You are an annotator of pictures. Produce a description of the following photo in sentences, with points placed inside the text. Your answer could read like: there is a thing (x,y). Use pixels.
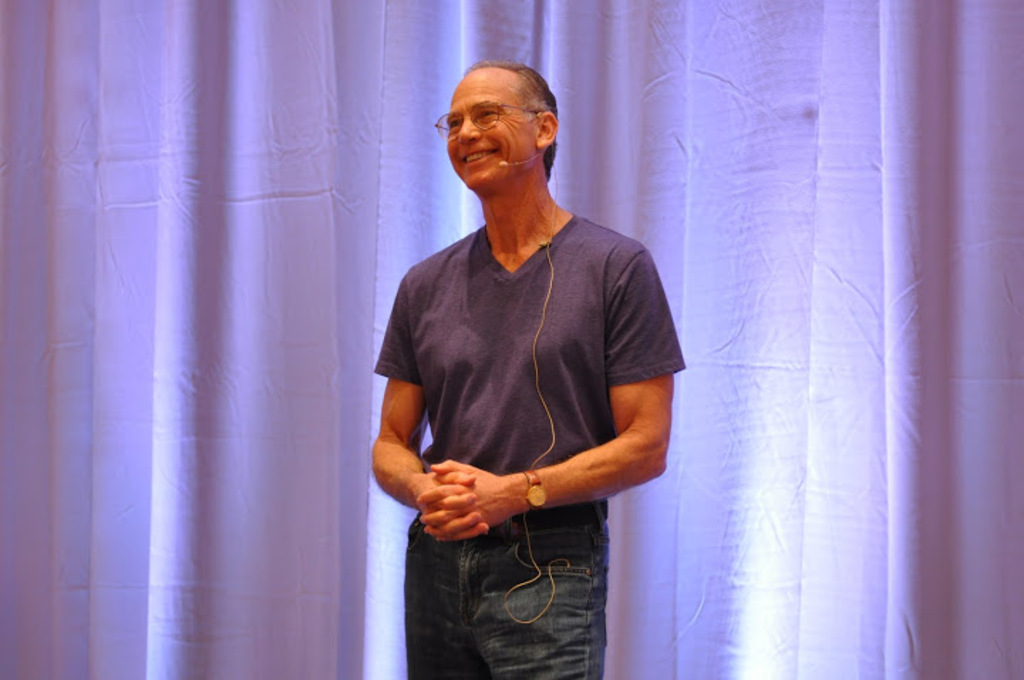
In this picture we can see a man (512,235), he is smiling, and he wore spectacles (536,113), in this we can find a microphone (518,163) and curtains (731,255).
